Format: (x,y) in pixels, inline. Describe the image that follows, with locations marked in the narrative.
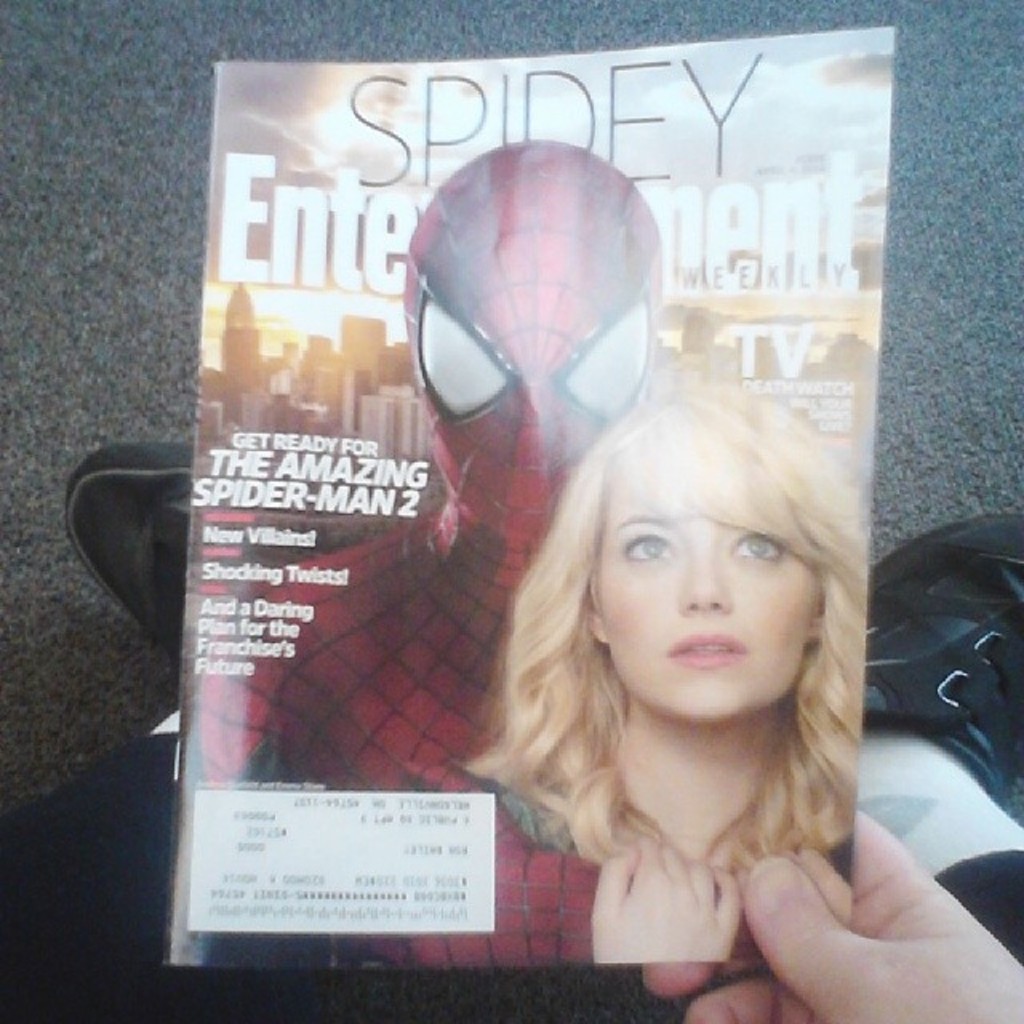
On the left side (53,834), there is a leg (53,834) of a person (53,834) who is wearing a shoe (109,468). On the right side (830,907), there is a hand (858,882) of a person (886,855) who is holding a magazine (759,846). Behind this magazine (212,577), there is a leg (1016,842) of the person (987,946) who is wearing a shoe (922,703) which is on a carpet (48,402). And the background (34,425) is gray in color.
